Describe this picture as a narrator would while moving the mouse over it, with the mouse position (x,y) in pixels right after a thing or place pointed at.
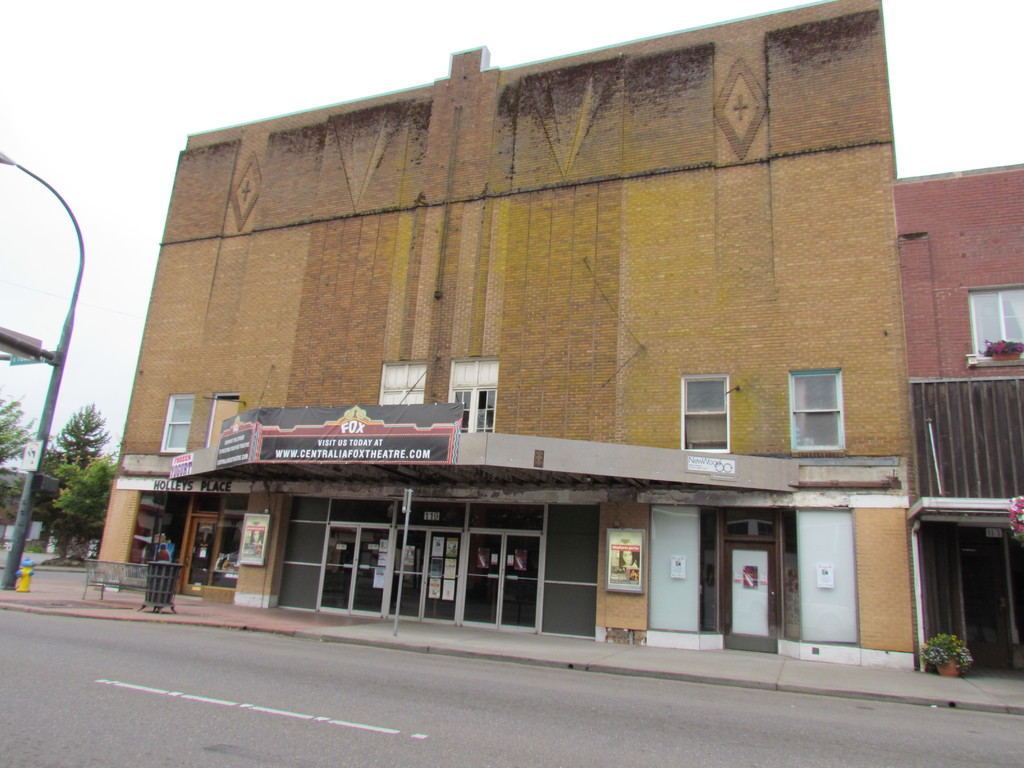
In this image we can see a building (693,346) with windows (239,506). We can also see some boards (311,432), the signboards (313,448), a street pole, a plant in a pot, a group of trees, the pathway (965,691), a trash bin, a person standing and the sky (164,187) which looks cloudy.
